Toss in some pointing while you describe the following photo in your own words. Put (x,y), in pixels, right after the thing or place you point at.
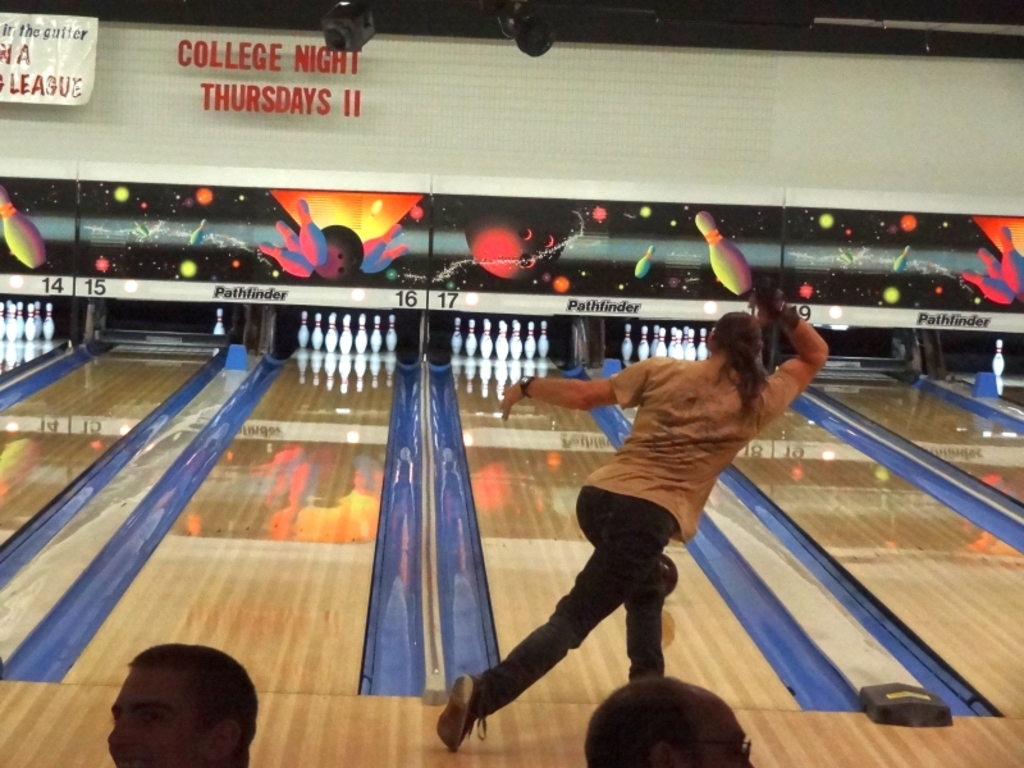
At the bottom of the image (636,748) we can see two heads (218,684) of the people (209,721). In the center of the image (608,495) we can see a ball (664,571) and a person (615,540). In the background (703,527), we can see bowling alley (365,385) and a few other objects (301,229).
